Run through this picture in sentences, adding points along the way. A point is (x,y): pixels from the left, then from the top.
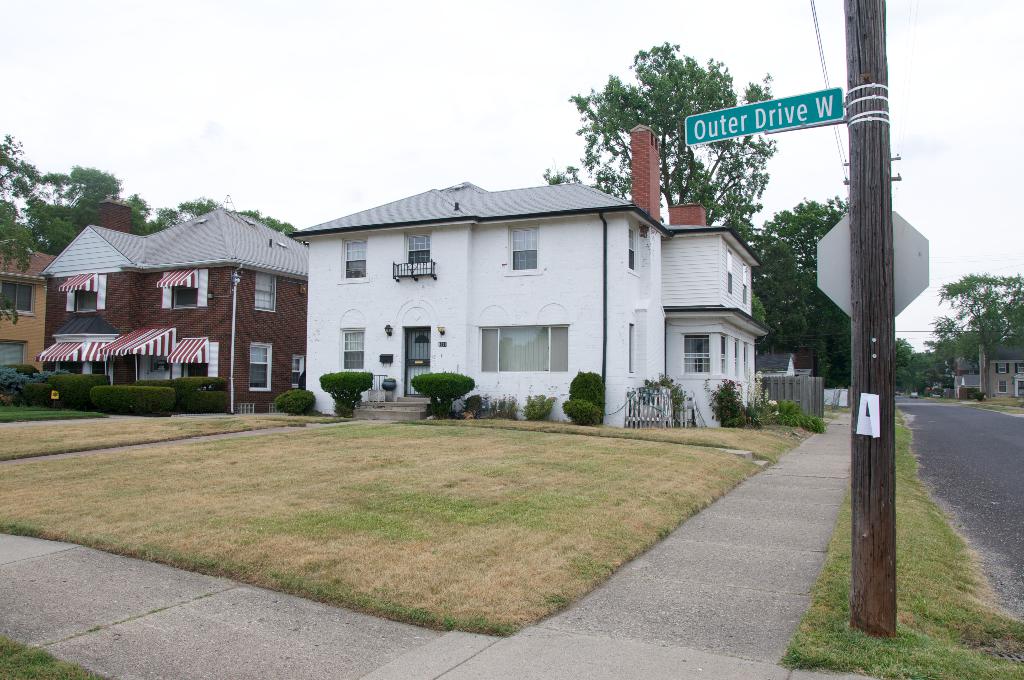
In this image I can see the road (982,500). To the side of the road (979,501) I can see the boards (877,395) to the pole (877,258), many trees (835,363) and the buildings (745,378) with windows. I can see some plants (585,393) in-front of some buildings (549,333). In the background (388,122) I can see the sky (336,89).
